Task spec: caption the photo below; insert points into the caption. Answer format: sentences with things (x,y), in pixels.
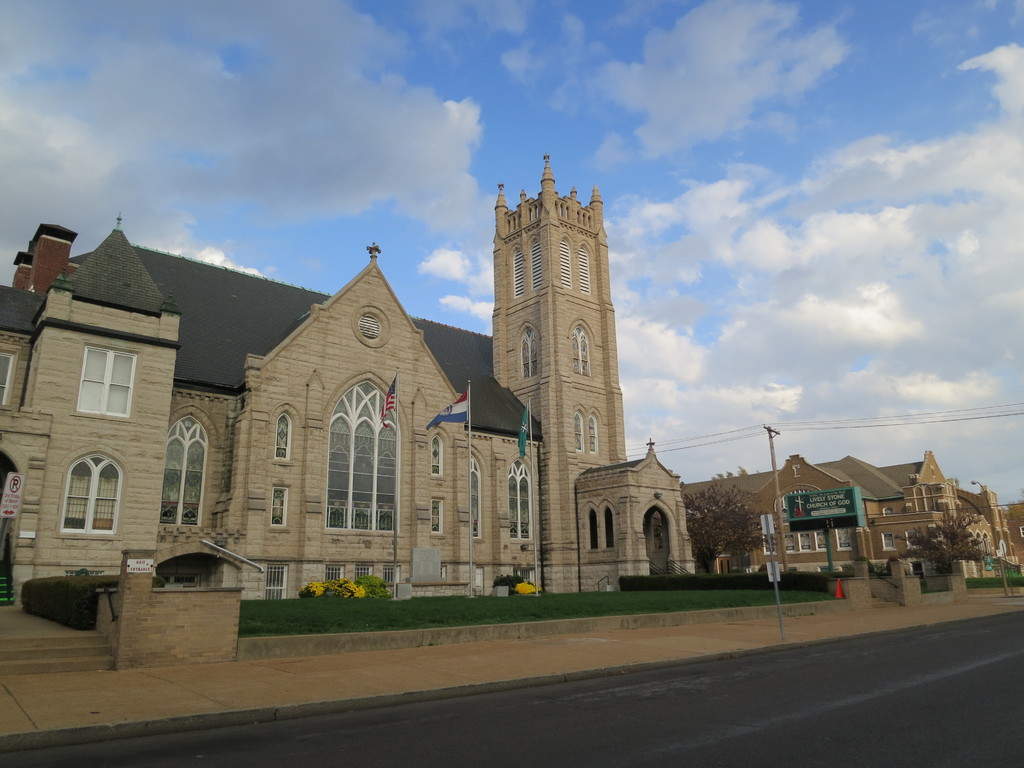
In the center of the image (342,328) there are buildings (473,472), flags (458,407). At the top of the image (445,91) there is sky (488,136). At the bottom of the image (600,711) there is road (494,762).
